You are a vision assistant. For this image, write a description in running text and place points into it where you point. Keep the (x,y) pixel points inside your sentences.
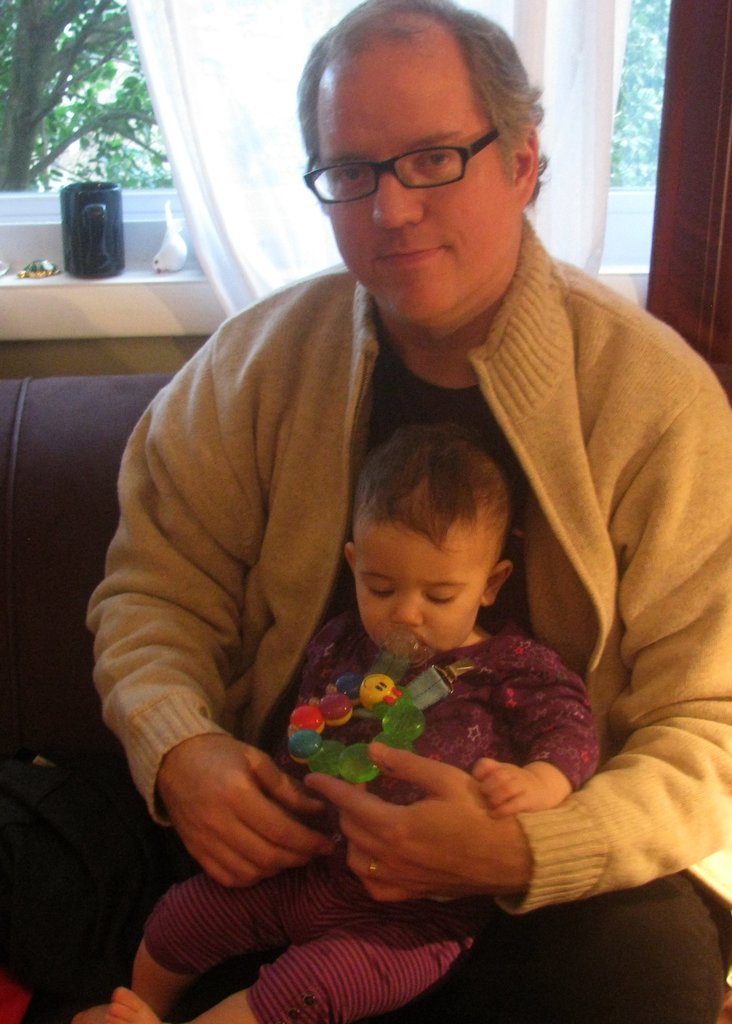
In this picture there is a man (494,126) who is wearing spectacles (311,174), jacket (653,582) and jeans (582,957) who is holding a boy (433,542) who is wearing purple color dress (376,930). Both of them sitting on the couch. At the top (344,0) we can see window (131,164), cloth (203,164), cup (85,195) and other object (53,267). Through the window (46,214) we can see many trees (41,87).
